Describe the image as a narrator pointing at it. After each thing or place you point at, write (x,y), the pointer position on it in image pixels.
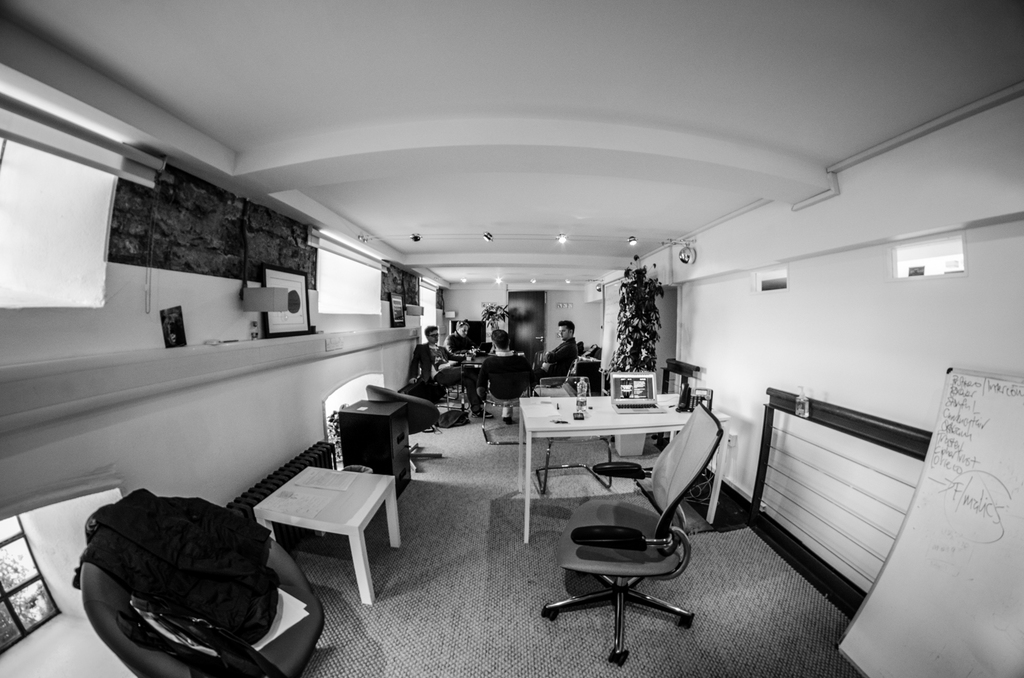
This is a black and white image. In this image, on the right side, we can see a chair (651,546) and a table (621,422), on the table (638,419), we can see bottle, laptop (649,394) and some electronic instrument (708,392). In the right corner (1023,550), we can also see a board (1012,478) on which some text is written on it. On the left side (306,643), we can also see a chair (303,646), on the chair (299,666), we can see some objects (261,649), table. On the left side (303,301), we can also see some photo frames (395,319) which are attached to a wall (217,395). In the background (436,396), we can see a group of people (437,377), chairs (427,412), table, plants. At the top (615,220), we can see a roof (652,182) with few lights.
